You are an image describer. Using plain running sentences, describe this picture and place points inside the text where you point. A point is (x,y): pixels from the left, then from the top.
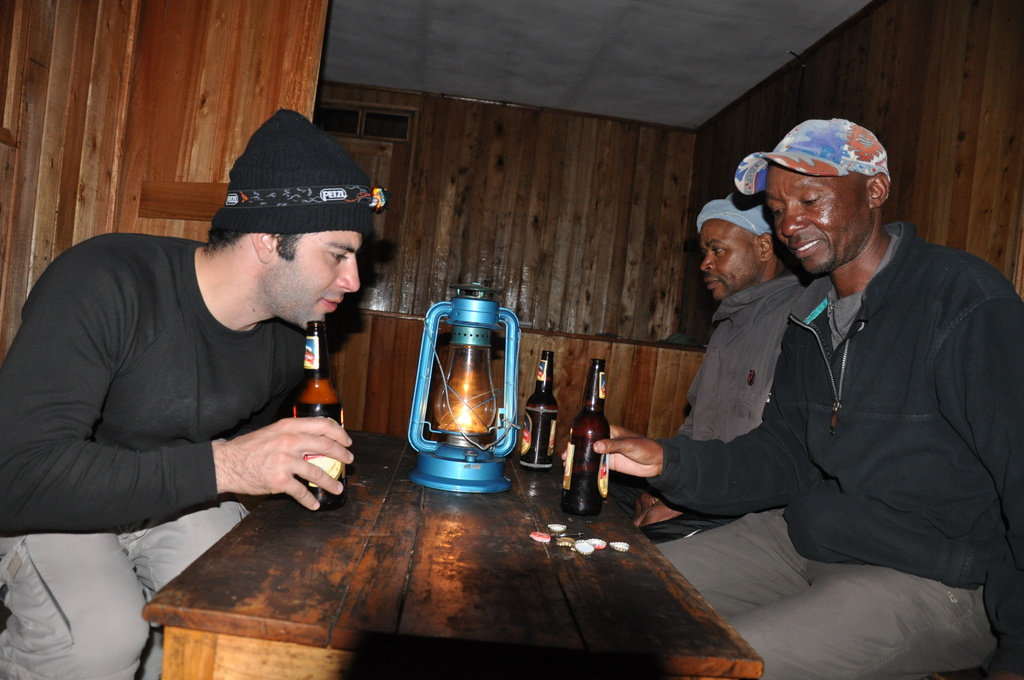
in this picture we can see three men (880,374) sitting on chairs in front of a table (502,536) and these two men (167,424) hold bottles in their hands (627,455). Here we can see caps (545,532), lantern (470,479), bottles (530,464) on the table (530,549). This is a ceiling (648,50).
